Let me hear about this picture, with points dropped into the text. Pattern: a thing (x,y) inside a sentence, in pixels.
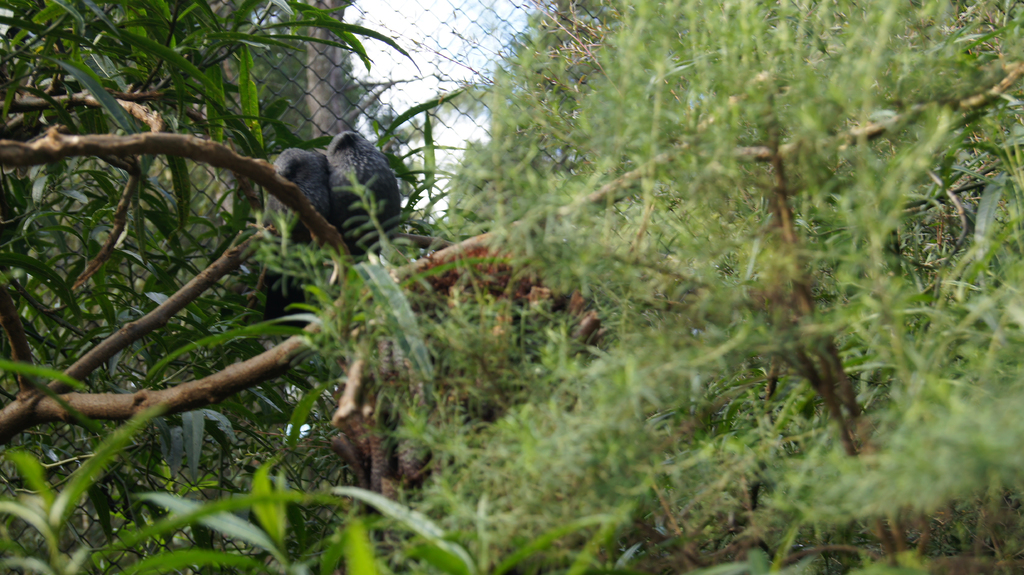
In the middle of the picture (389,203), we see the birds (385,224) or the animal (346,196) in black color is on the tree (98,90). On the right side (739,384), there are trees (722,398). There are trees (252,260) in the background (97,101). We see the fence (348,100) in the background (416,44).
